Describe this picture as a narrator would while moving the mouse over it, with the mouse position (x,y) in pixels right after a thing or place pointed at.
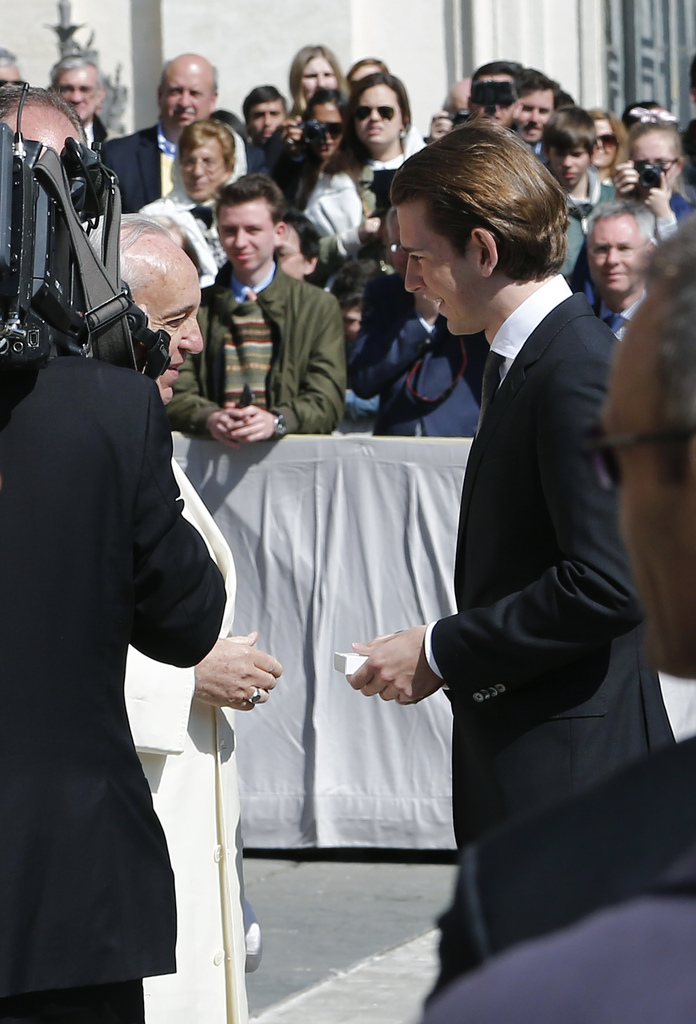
In this image there is a person (3,503) standing and holding a camera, there are two persons (166,281) standing and smiling, and in the background (324,87) there are group of people (641,294) standing and holding some objects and there is a building (285,25).
